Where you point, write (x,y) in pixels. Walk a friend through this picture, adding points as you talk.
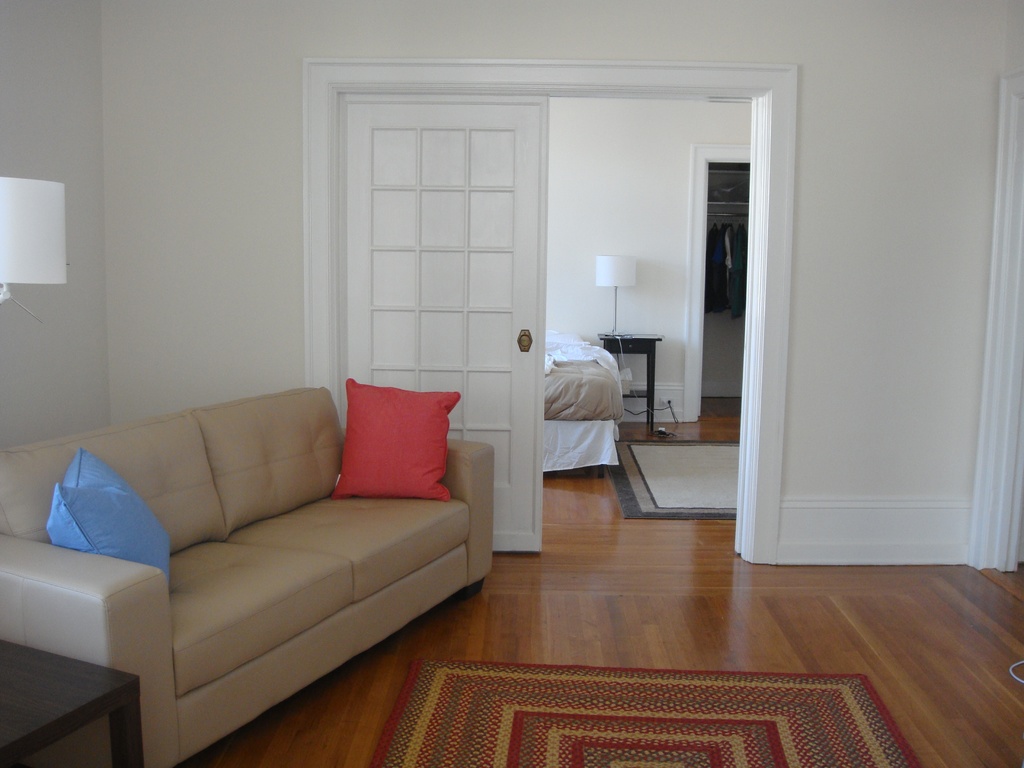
In this picture we can see the inside view of a room (606,614). This is sofa (321,586) and on the sofa (237,517) there are two pillows (391,428) which are in blue and red color. And this is the wall (239,317). There is a table (642,354). On the table (643,339) there is a lamp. And this is the carpet (691,488) and we can see the door (417,273) here.
